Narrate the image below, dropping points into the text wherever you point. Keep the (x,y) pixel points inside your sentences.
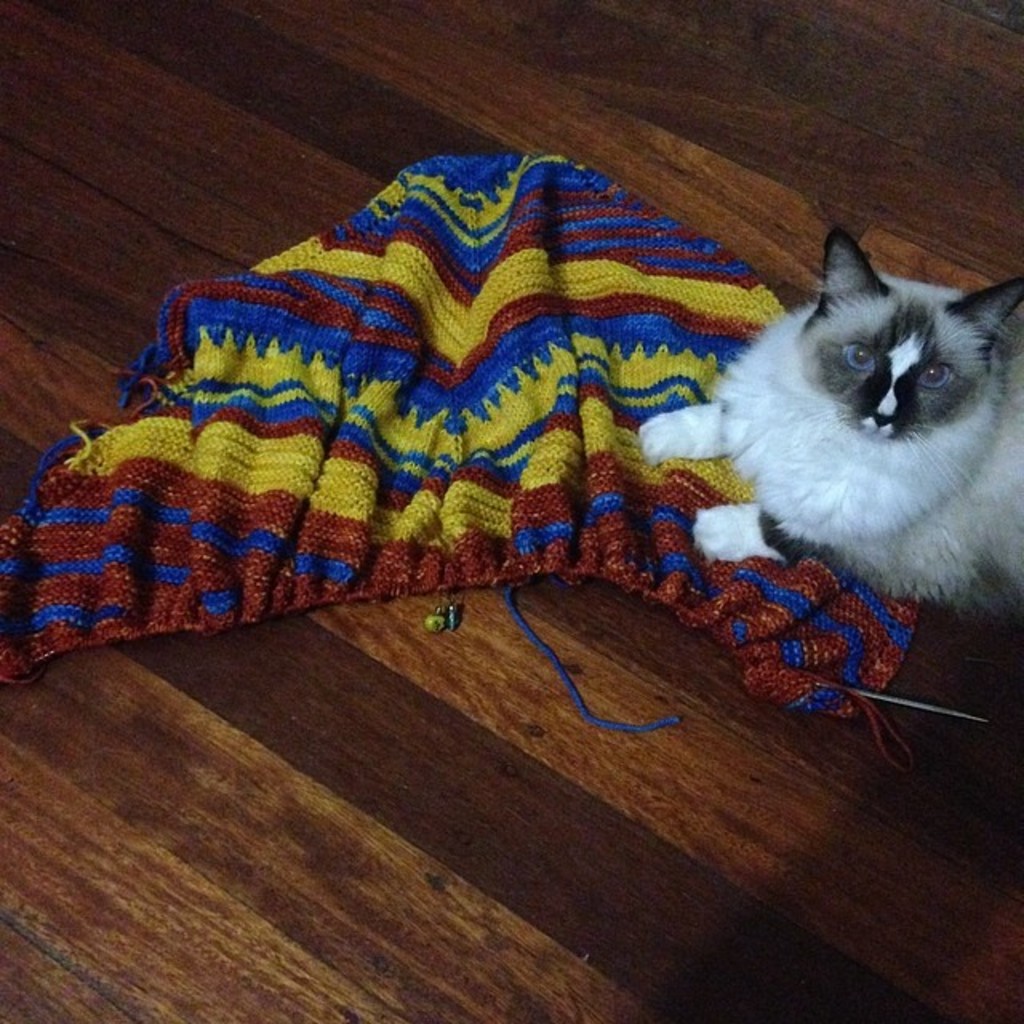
In this picture we can see a wooden floor (797,758), on the floor (827,758) there is a cat (785,423) and a woolen cloth (505,494).
